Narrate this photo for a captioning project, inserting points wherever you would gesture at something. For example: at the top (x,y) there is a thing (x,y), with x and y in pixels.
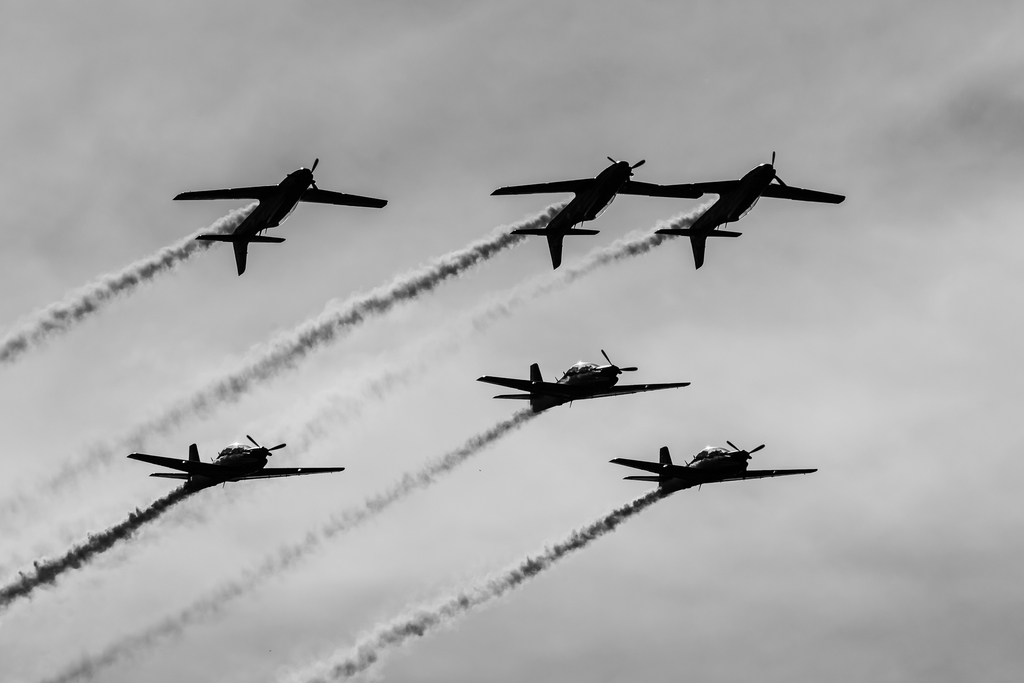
In the image there are planes (208,191) flying in the air (501,223) and it is a black and white image.
